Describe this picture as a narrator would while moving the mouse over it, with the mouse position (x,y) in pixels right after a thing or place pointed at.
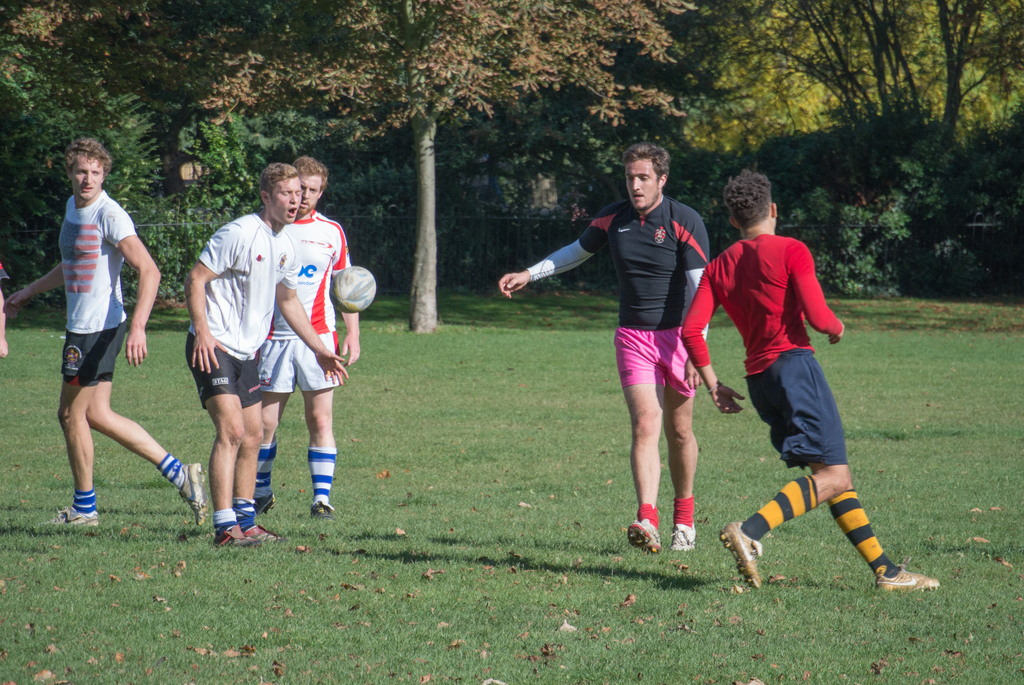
This image consists of five men (217,301) playing football. At the bottom (431,621), there is grass (347,513). In the middle (362,305), there is a ball (374,289) in the air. In the background (567,109), there are trees (555,76).
